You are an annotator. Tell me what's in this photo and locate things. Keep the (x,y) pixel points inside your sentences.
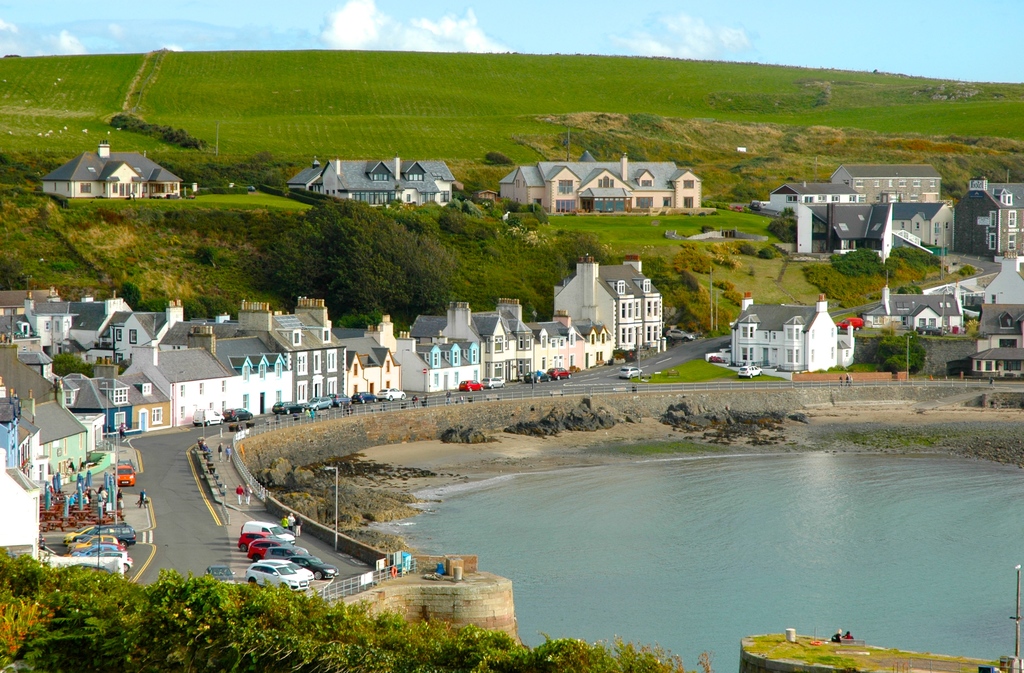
This is an aerial view of the image where we can trees (60,616), houses (364,362), water (924,565), vehicles (262,557) parked on the road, grass (847,145) and the sky (784,56) with clouds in the background (442,5).
